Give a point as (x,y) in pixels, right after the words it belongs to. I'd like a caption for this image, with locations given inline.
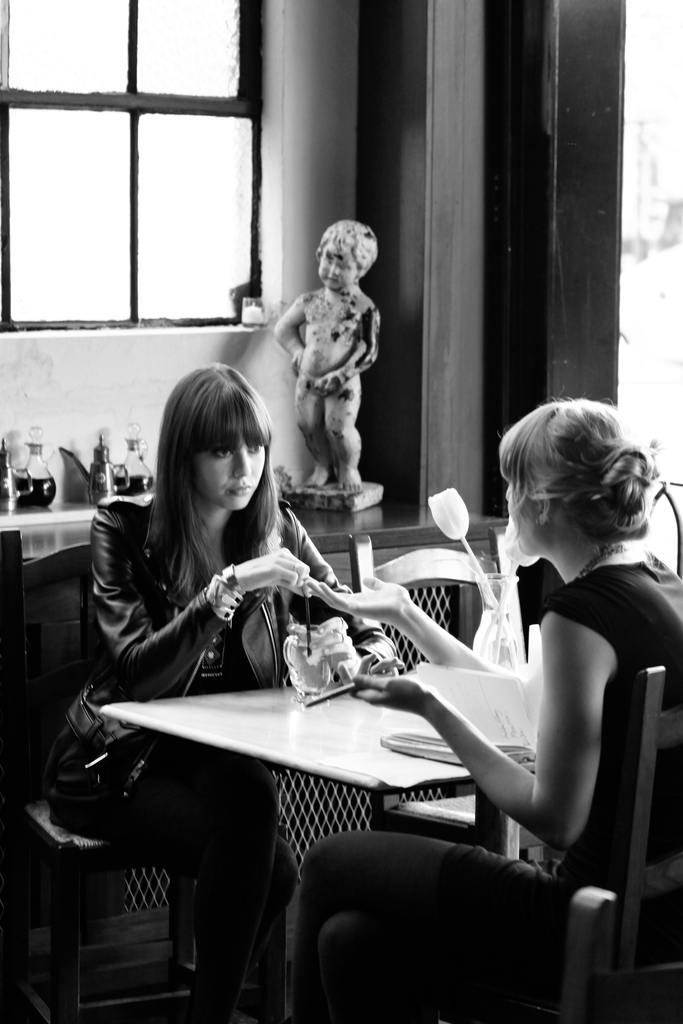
In this picture we can see two women (372,587) sitting on chair (86,673) and holding their hands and in front of them on table (298,729) we have books (464,701), papers (509,693) and in background (31,493) we can see bottle (49,473), sculpture (360,483) on table (28,518), window (207,180), wall (299,145), pillar (465,142).
